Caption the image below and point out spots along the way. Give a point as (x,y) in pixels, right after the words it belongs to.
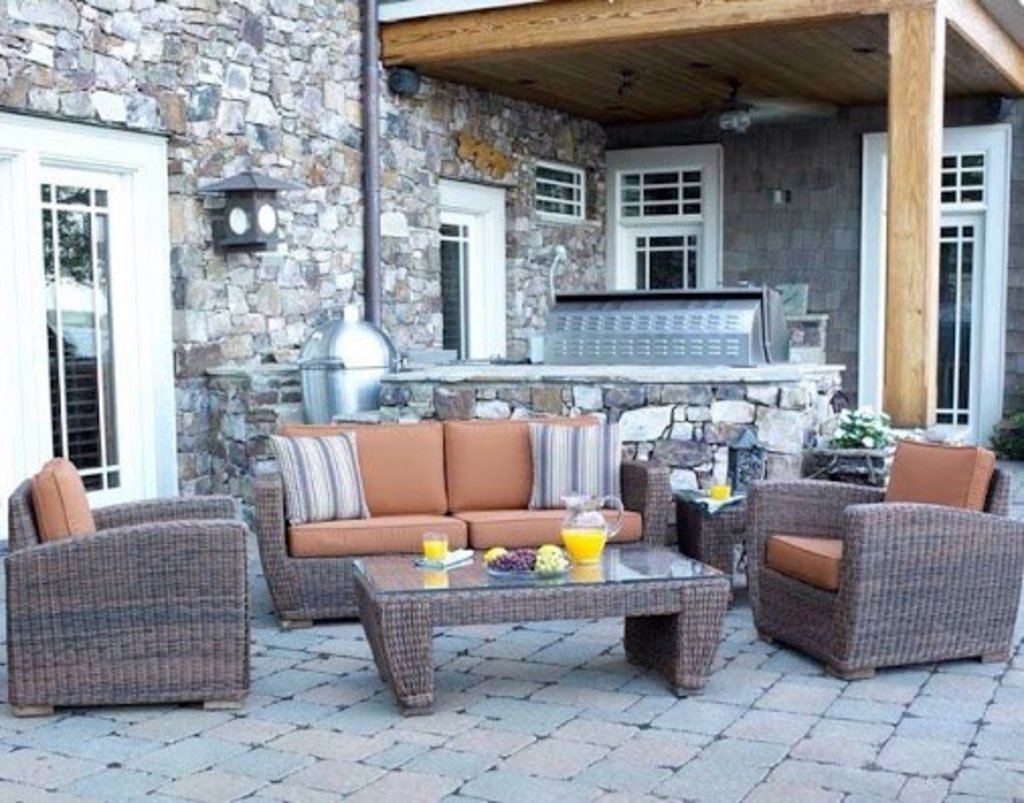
There are sofa (369,466), pillow (325,475), chair (137,540) and a table (406,565). In the background (244,81) there is a brick wall (254,264). On the table (454,590) there is a jar (584,540), tray (537,573), glass (441,554), on the tray (524,570) there are some fruits (523,557). There is a pillar (893,249). On the wall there are windows (683,234) and there is a plant (849,421) with flowers (860,430).
